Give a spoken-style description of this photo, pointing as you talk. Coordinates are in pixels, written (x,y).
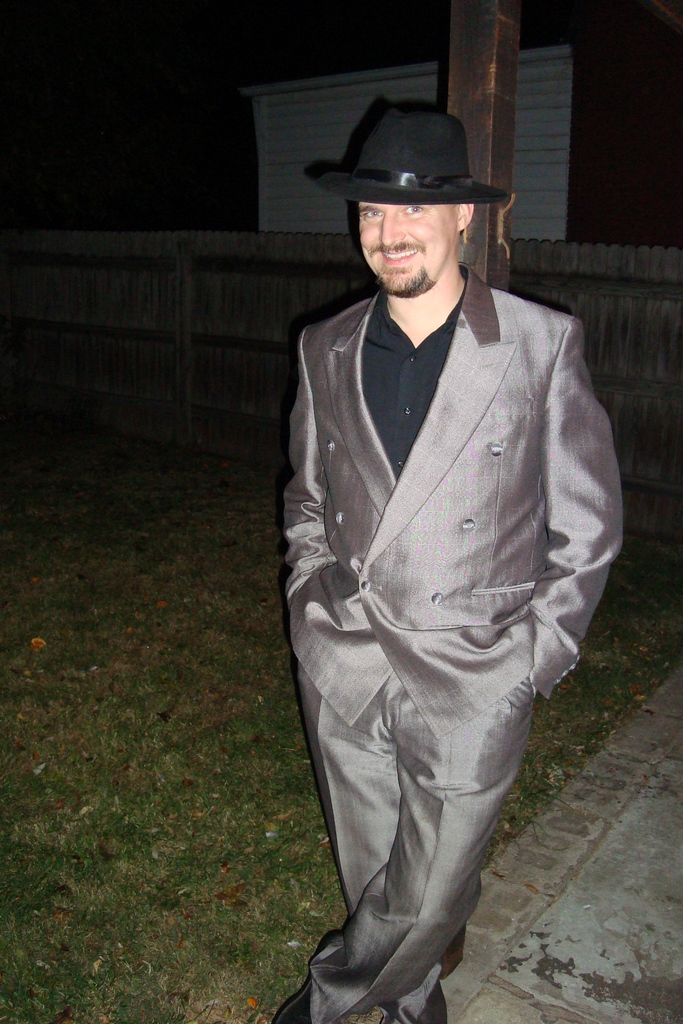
As we can see in the image there is grass (112,722), a man (329,617) wearing a black color hat (382,133) and grey jacket (457,605). In the background (344,136) there is a wall (344,136).
